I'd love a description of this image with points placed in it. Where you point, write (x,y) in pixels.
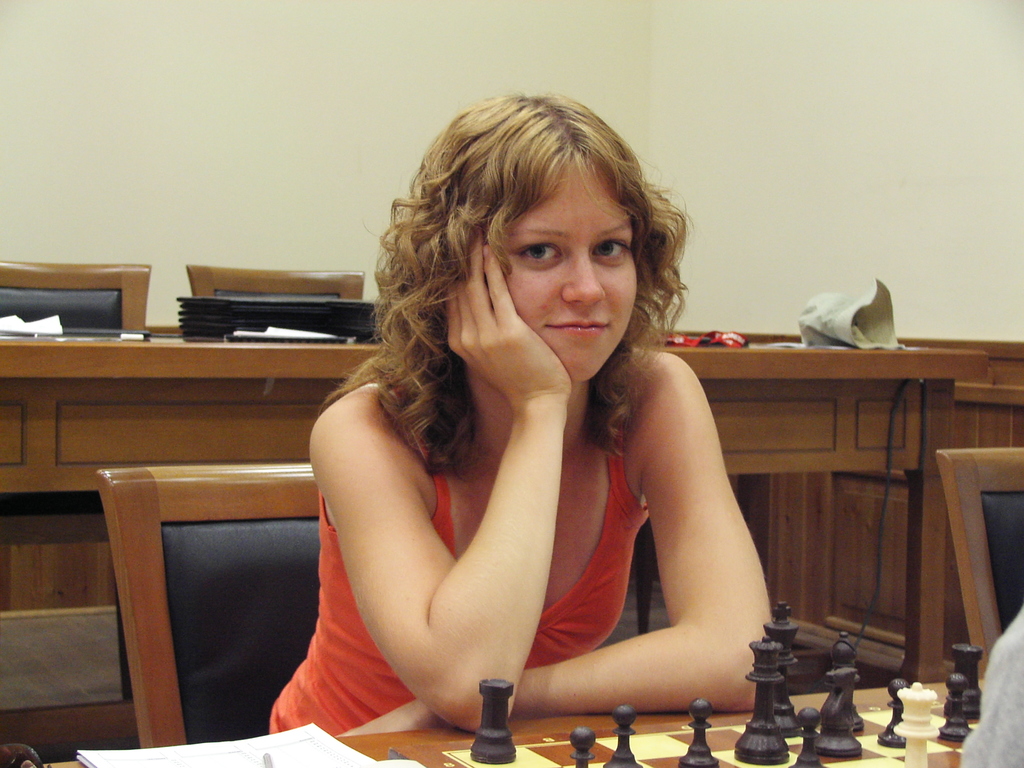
There is a woman (415,515) sitting in a chair (298,622) with an orange dress (335,632). In Front of her there is a table (794,730) on which the chess coins (765,729) and the board (638,733) is placed. She is placing her hand (529,378) under her chin (579,369). Her hair (473,195) is yellow in color. In the background (354,253) we can observe files (217,306) and a wall (314,79) here.
